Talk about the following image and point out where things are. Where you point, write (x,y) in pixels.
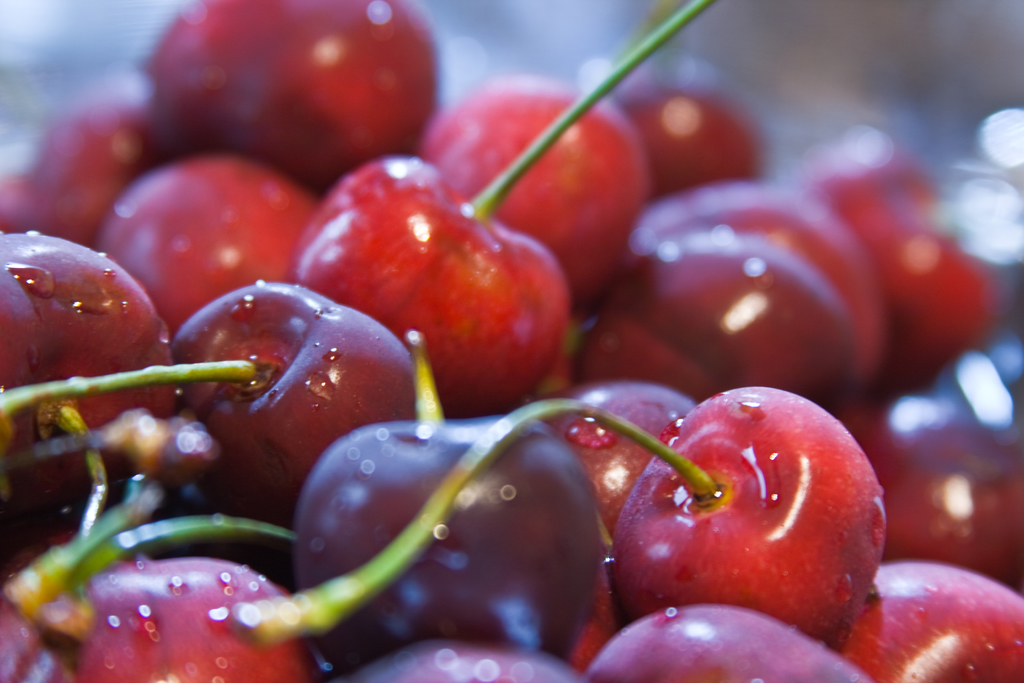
In this image, I can see a bunch of cherries (605,279). These are the stems (176,379), which are green in color.
